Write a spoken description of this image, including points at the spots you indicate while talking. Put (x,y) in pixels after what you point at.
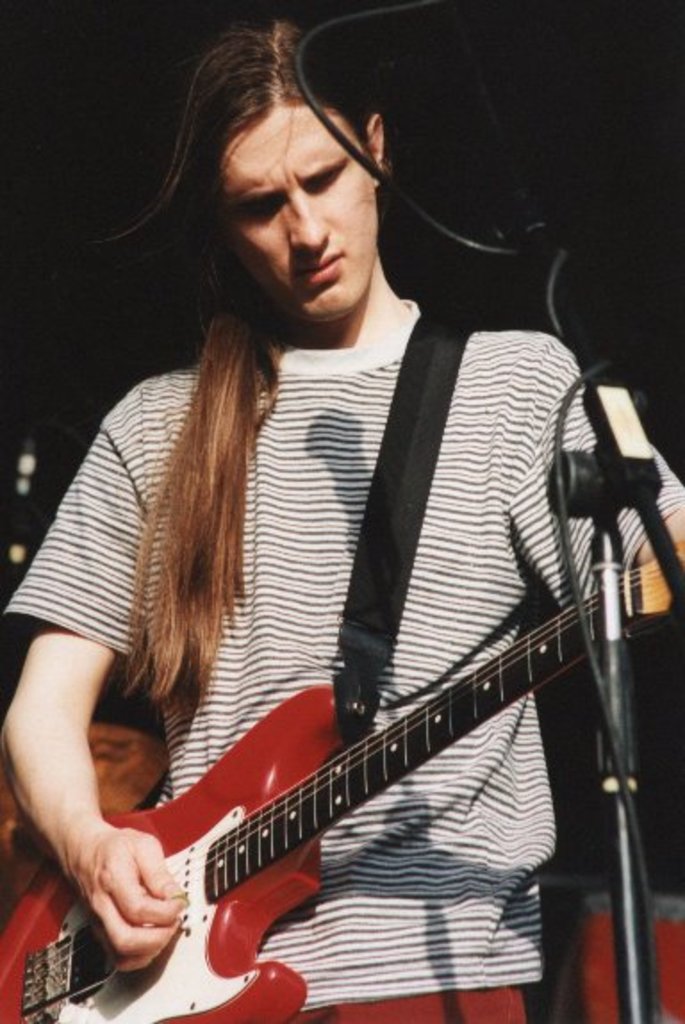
In this image, I can see a person (295,936) standing and playing guitar (226,823). On the right side of the image (632,919), I can see a mike stand (600,548). There is a dark background (59,396).
